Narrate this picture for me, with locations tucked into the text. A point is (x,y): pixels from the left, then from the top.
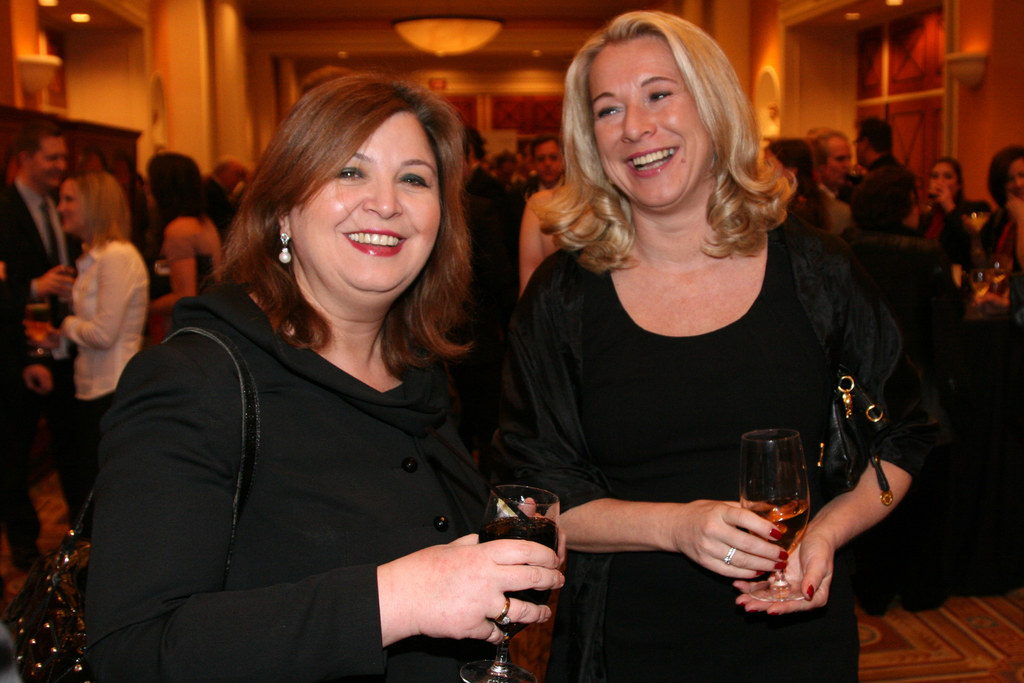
In this image there are two women (447,389) who are standing and laughing. There is a glass (520,513) in their hands (695,525). At the background (88,230) there are few other people (493,169) who are talking with each other. At the top (341,59) there is ceiling (363,53). And the woman (288,345) to the left side (327,343) is holding a handbag (48,638).
